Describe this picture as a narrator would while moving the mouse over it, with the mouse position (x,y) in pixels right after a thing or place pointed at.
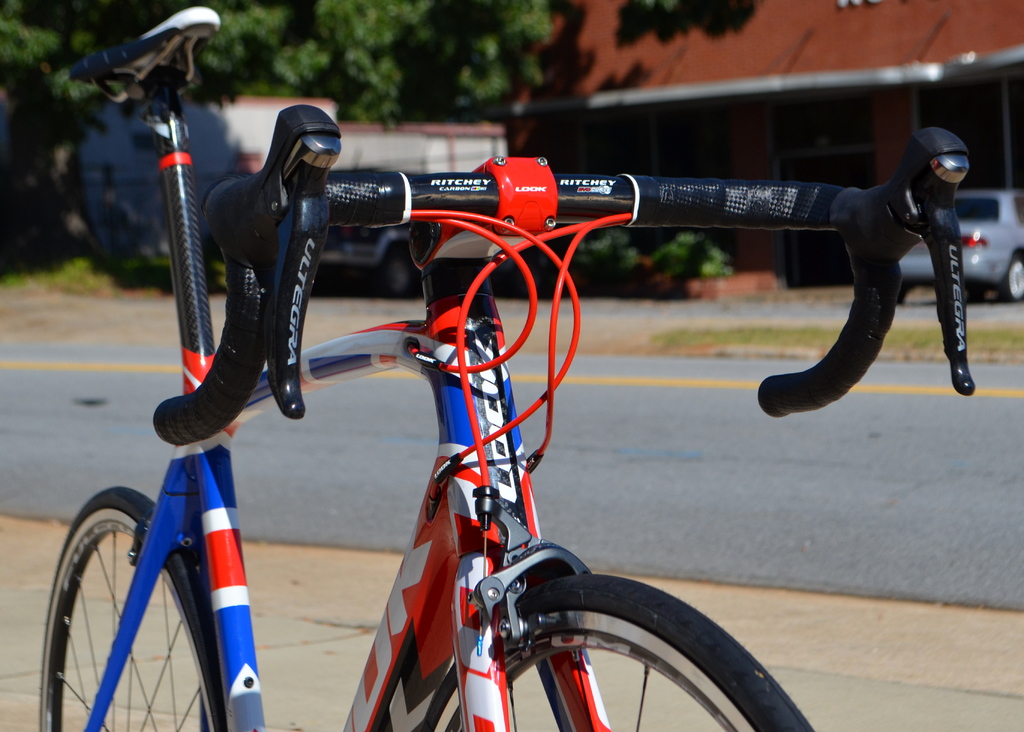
In the foreground (136,672) I can see a bicycle (377,683) on the ground (870,683). In the background (684,474) there is a road (738,474). On the other side of the road (621,468) I can see the houses (581,102) and trees (384,39). On the right side (981,249), I can see a car (981,235).
